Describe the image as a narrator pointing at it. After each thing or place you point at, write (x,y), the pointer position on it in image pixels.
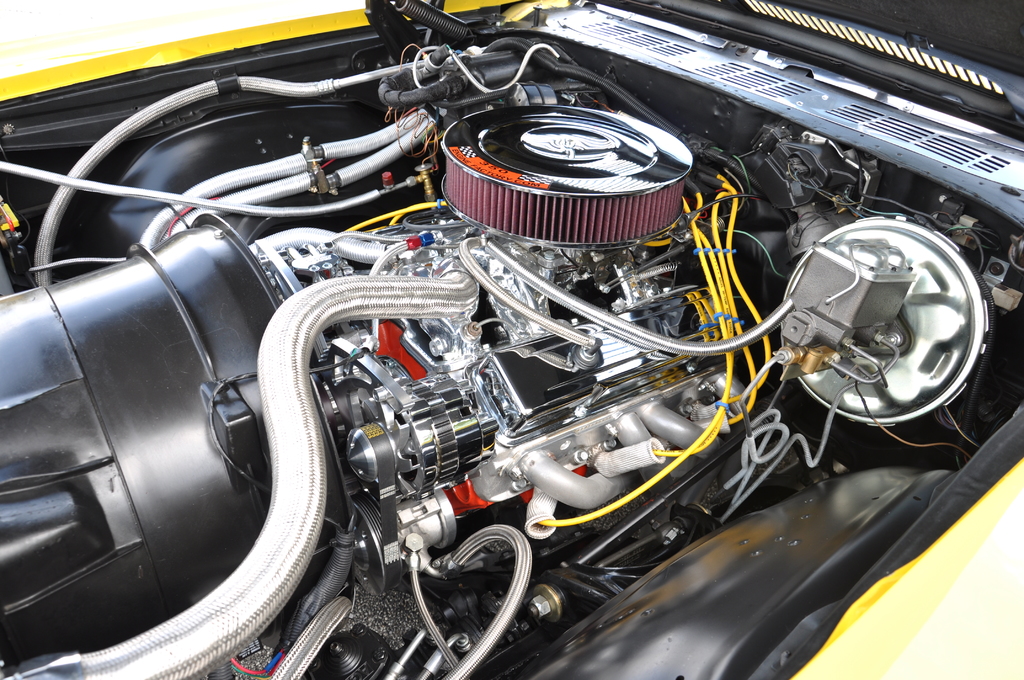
In this image, we can see internal parts (376,168) of a vehicle (475,238).
